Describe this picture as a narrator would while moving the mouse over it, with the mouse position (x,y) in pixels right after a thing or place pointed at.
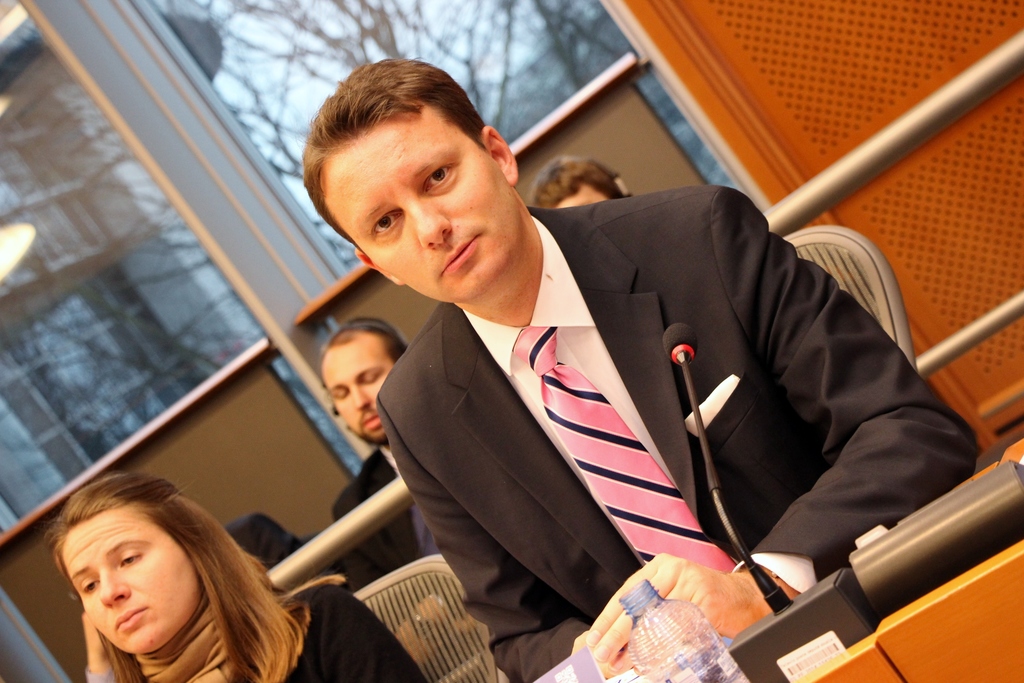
This is the picture of some people (483,513) sitting in a room (799,223) and one among them is sitting and there is a table (936,641) in front of him and we can see a mic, water bottle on the table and also some other objects (811,661). In the background (197,253), we can see some trees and a building (147,176).
